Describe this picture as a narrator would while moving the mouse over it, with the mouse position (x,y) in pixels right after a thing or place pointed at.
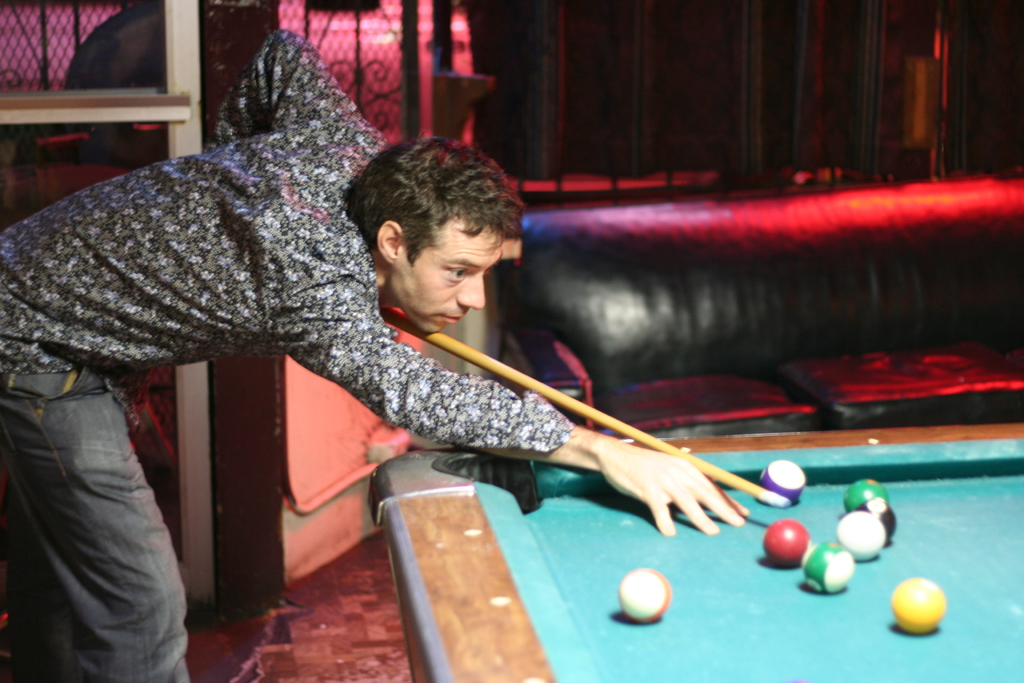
In this image we can see a man (280,254). He is holding a stick (480,359) in his hand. At the bottom of the image (766,623), we can see snooker table (867,637) and balls (899,592). In the background (771,321), we can see a sofa (770,287), window (347,69) and a glass (63,27). Behind the glass (17,50), we can see mesh (50,22). At the bottom of the image (323,628), we can see the floor (292,627).
